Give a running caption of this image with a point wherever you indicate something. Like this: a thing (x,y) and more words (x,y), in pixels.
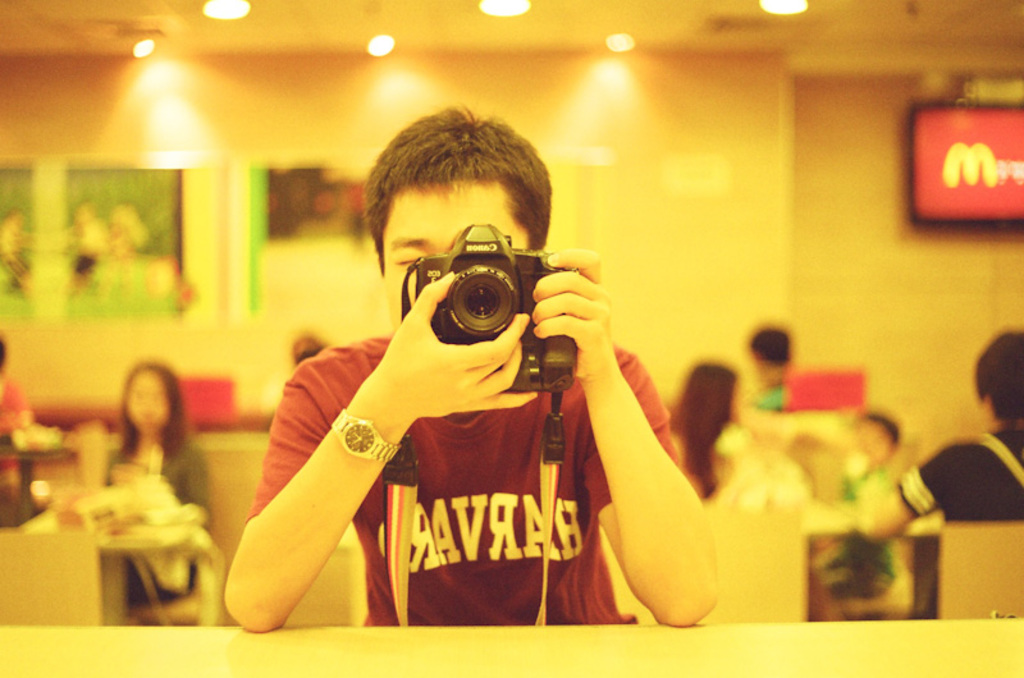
In the foreground of the image (471,319), there is a person (422,395) sitting and clicking a photos from the camera (512,284). Roof top (866,56) is yellow in color on which light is mounted. On both side of the image at the bottom (970,468), there are group of people (178,500) sitting on the chair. On the right top (1018,151) there is a monitor (989,174). In the left middle (267,309), there are wall paintings (162,214) on the wall (112,100). In the background (231,62), the wall (890,102) is of yellow in color. This image is taken inside a restaurant (675,316).
